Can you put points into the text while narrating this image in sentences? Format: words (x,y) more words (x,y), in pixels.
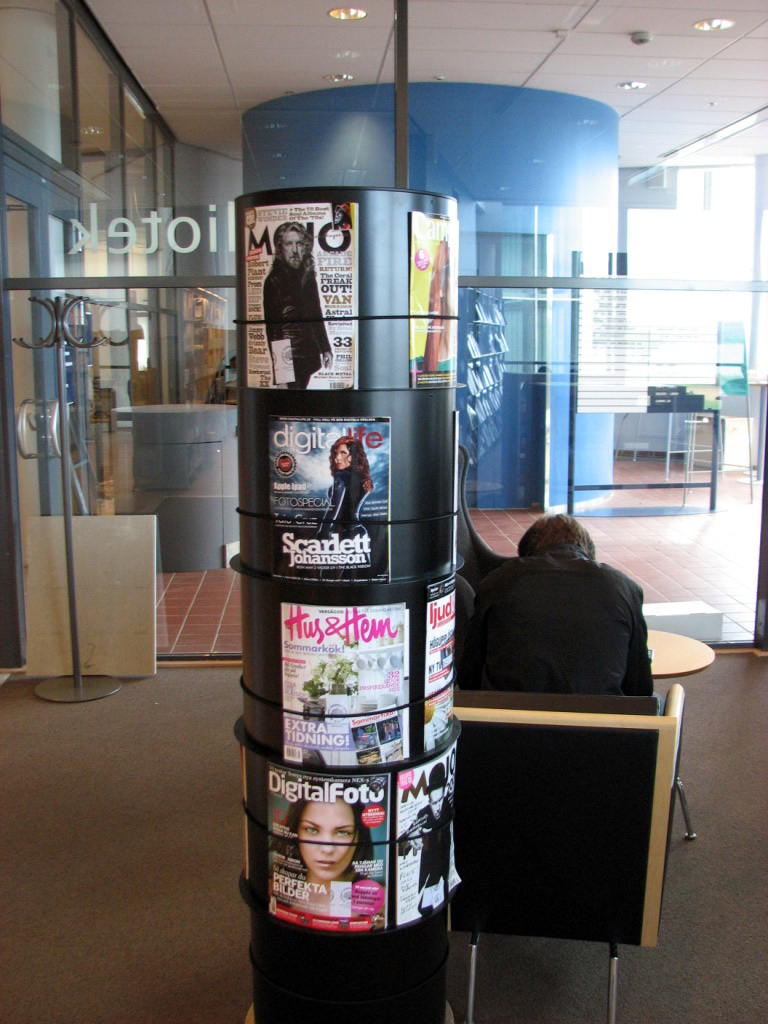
In this image there is a board (319,413), on that board (259,633) there are magazines (362,762), beside the board (422,740) there is a man (557,611) sitting on a chair (581,870), in the background (378,96) there is a glass wall (722,392), at the top (532,19) there is a ceiling (566,41) and there are lights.
